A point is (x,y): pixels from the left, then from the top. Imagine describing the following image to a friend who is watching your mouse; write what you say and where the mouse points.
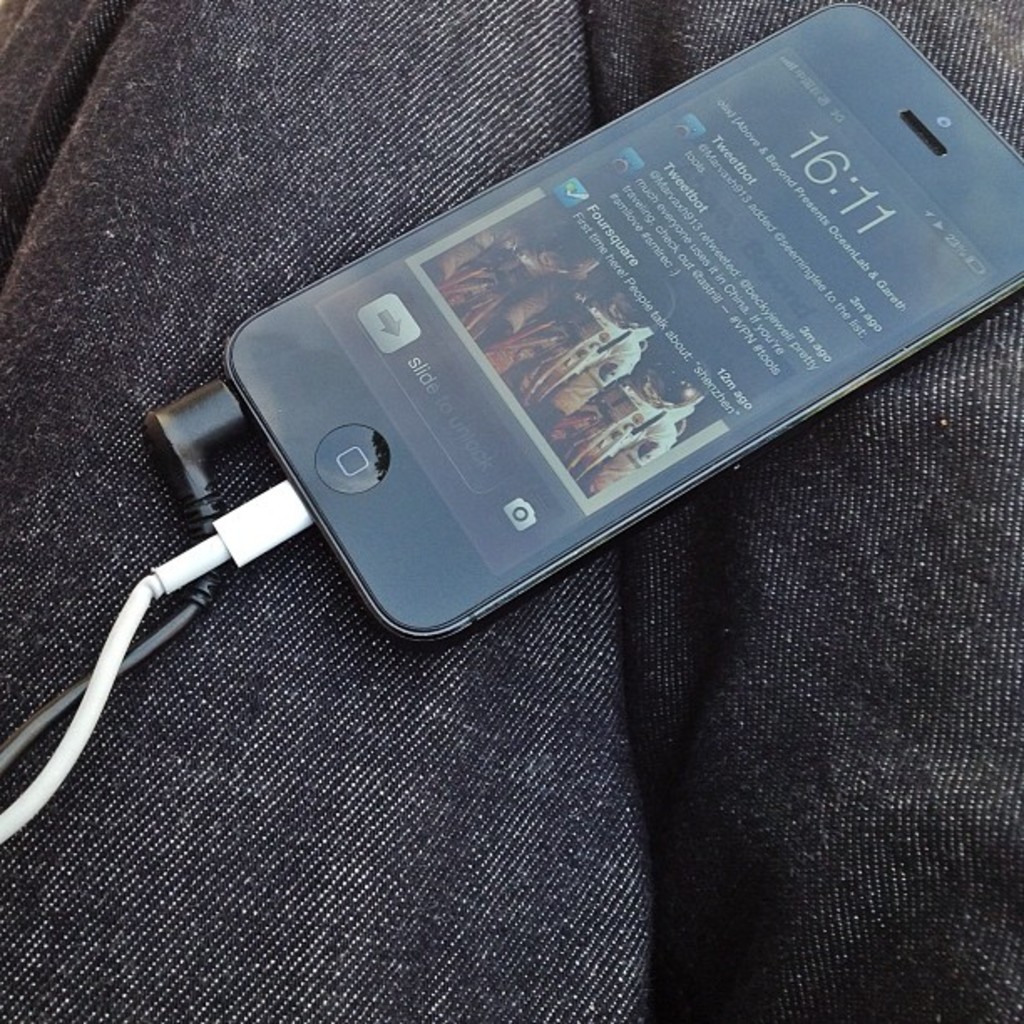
In this image, we can see a mobile phone (303,419) with wires (201,524) is placed on some cloth (282,176).
